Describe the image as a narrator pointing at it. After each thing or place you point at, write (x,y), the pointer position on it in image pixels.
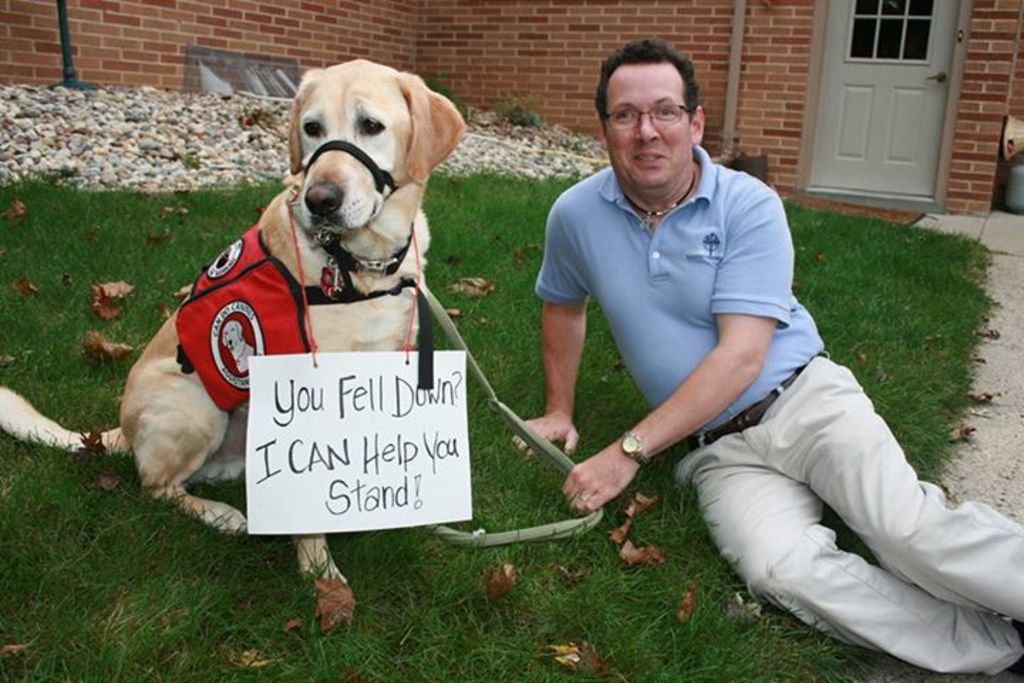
In this picture we can see a man (697,140) who is sitting on the grass (557,612). He has spectacles (684,113) and he wear a watch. This is the dog (404,88) and there is a board (331,419). Here on the background (873,166) we can see a door (859,147) and this is the wall (485,77).
